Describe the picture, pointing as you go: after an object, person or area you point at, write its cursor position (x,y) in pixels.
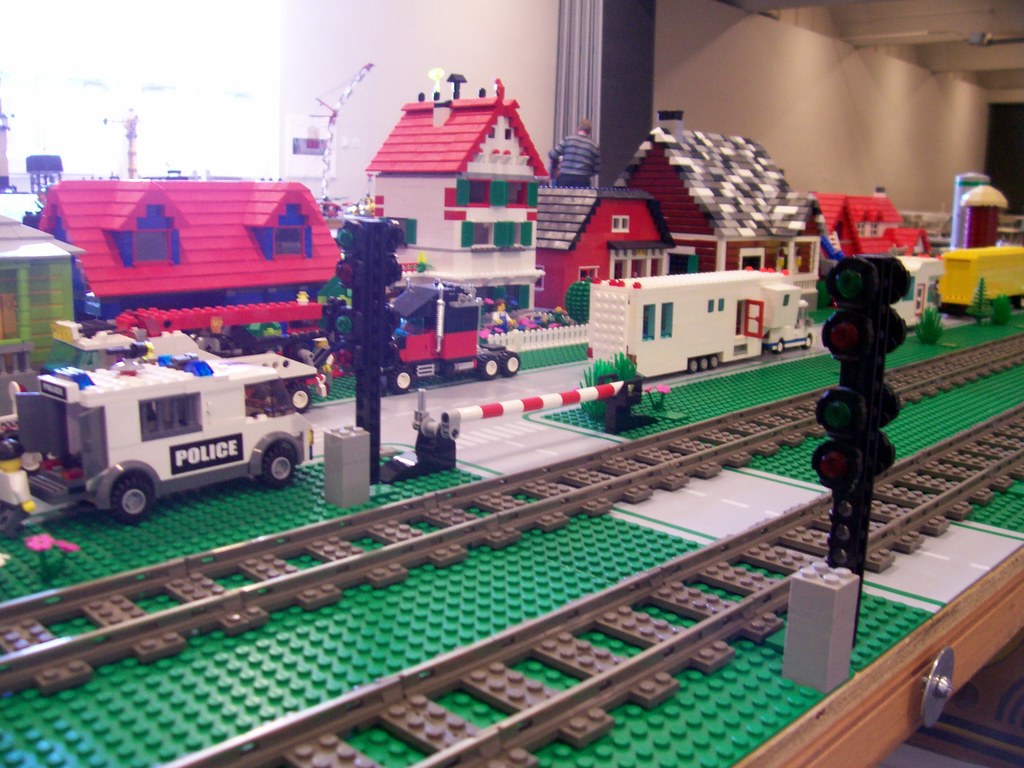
In this image we can see some area (454,601) which is constructed with toy legos (507,575) and the following things are built with legos (614,597) like, railway tracks (536,743), signals (883,322), some vehicles (402,351) moving on road (538,381) and there are some houses (240,242), plants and in the background of the image (642,102) there is a person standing near the wall (681,98).
